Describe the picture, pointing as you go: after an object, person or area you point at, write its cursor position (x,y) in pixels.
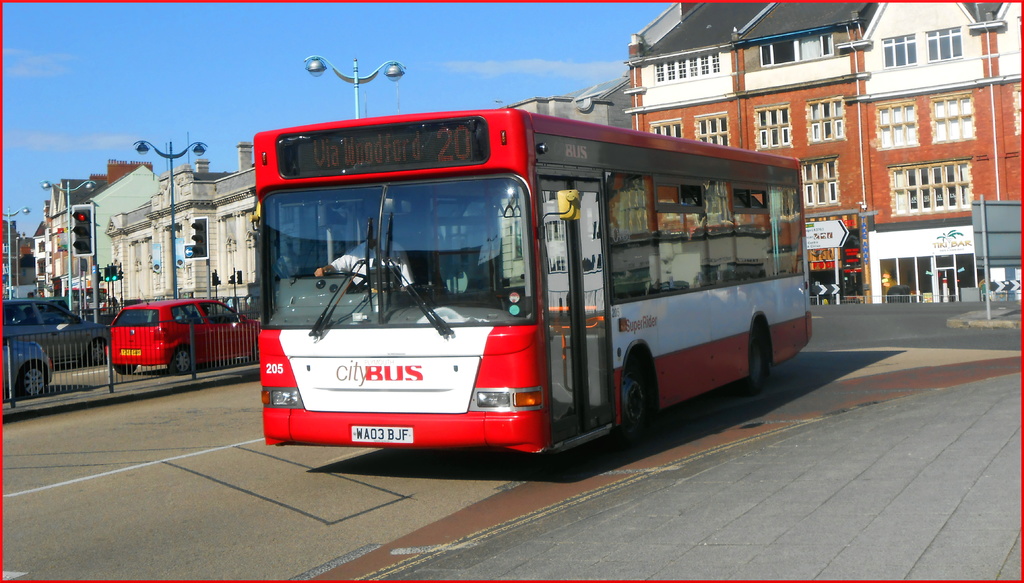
In the middle of this image (648,306), there is a bus (474,157) in red and white color combination on the road (495,475). In the background (962,29), there are buildings (989,17), lights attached to the poles (327,59), there is a fence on a divider (169,378), outside this divider (149,380), there are other vehicles (164,302) and there are clouds (527,65) in the blue sky (413,75).
